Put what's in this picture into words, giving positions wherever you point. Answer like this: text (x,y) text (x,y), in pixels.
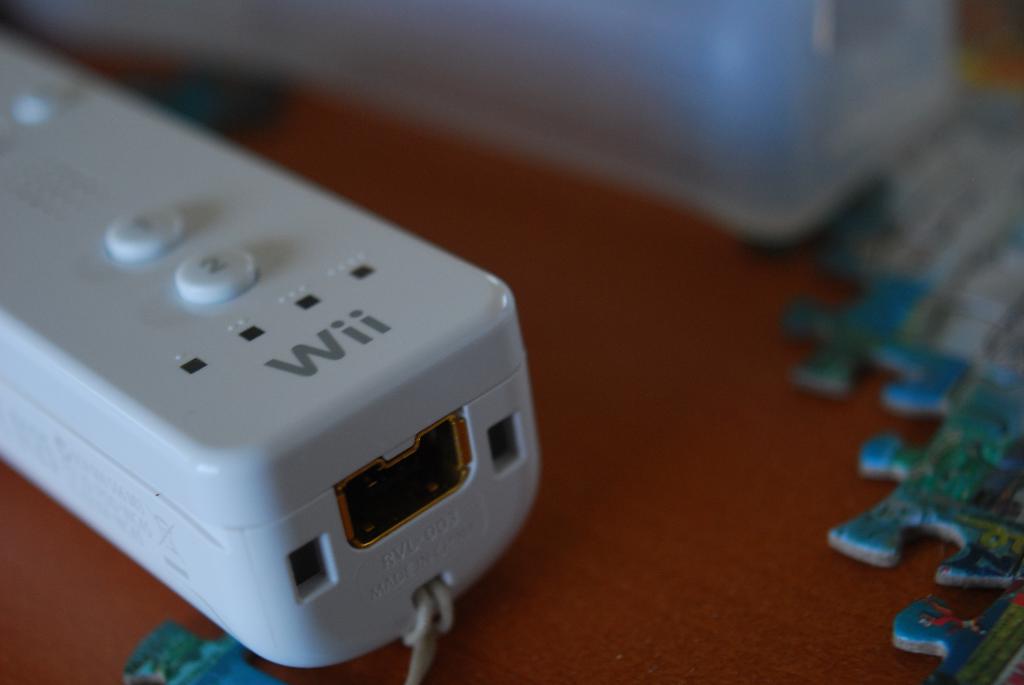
In this picture, it looks like a table (636,509) and on the table (635,553) there is a white object (221,344) and the jigsaw puzzle (969,428).
